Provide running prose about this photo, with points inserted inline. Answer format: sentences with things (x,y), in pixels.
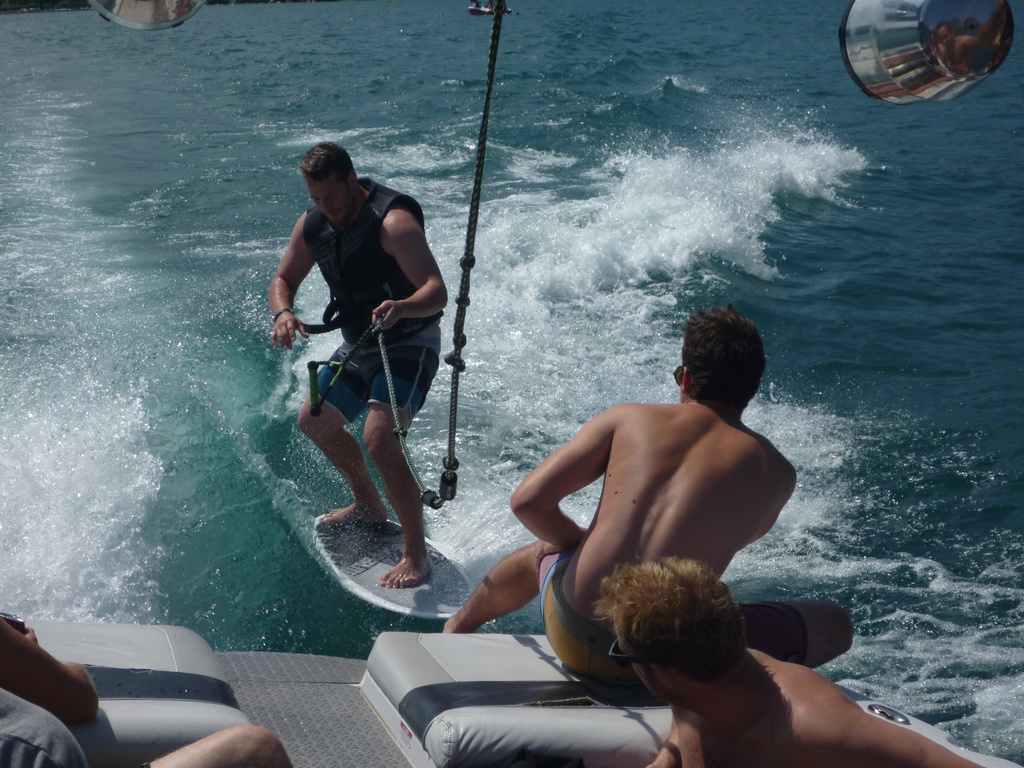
In the picture I can see people (549,457) sitting on the boat (439,679) and one person (350,453) is surfing on the water (435,446). The person (404,473) is wearing a jacket (365,332). I can also see some other objects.
